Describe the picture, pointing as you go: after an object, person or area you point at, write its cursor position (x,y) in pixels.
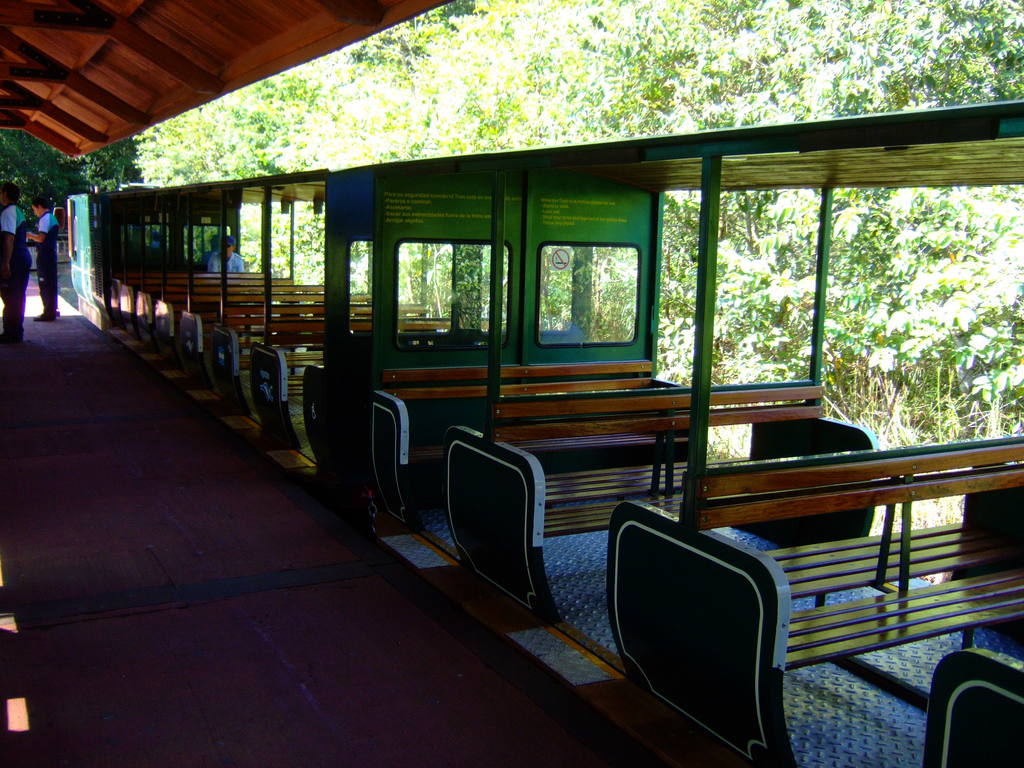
In this image we can see benches (292,357) and a person (226,250) sitting on them, persons (29,263) standing on the floor (116,499), shed (126,116) and trees (400,98).
